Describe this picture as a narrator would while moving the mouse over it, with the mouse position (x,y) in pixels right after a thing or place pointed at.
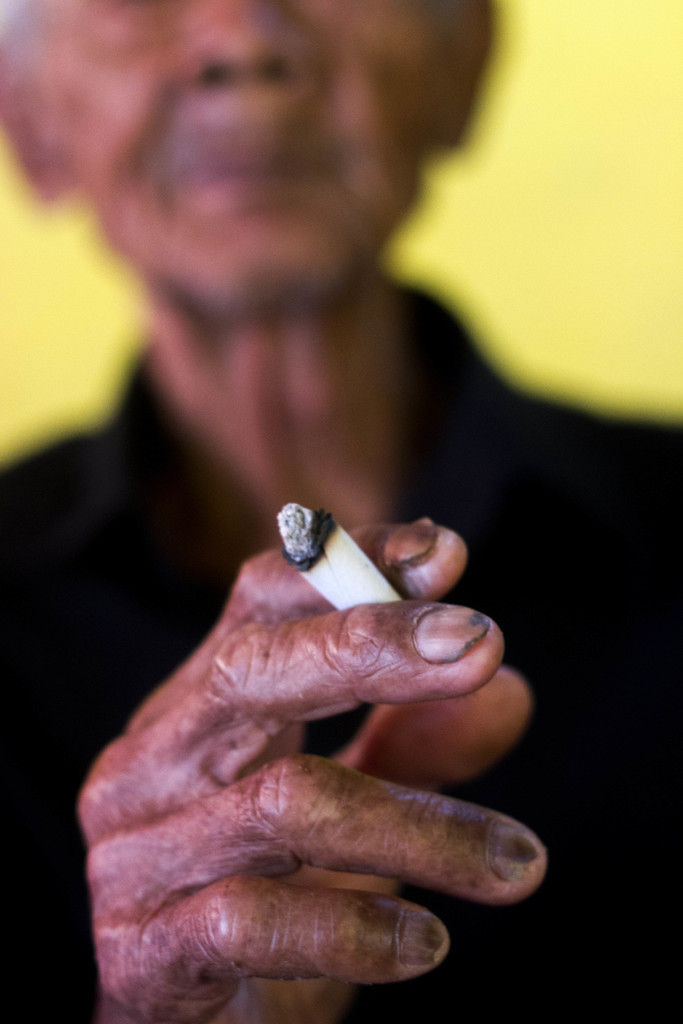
In this image we can see a person (293,746) holding a cigarette (310,521) in his hand (269,754).
